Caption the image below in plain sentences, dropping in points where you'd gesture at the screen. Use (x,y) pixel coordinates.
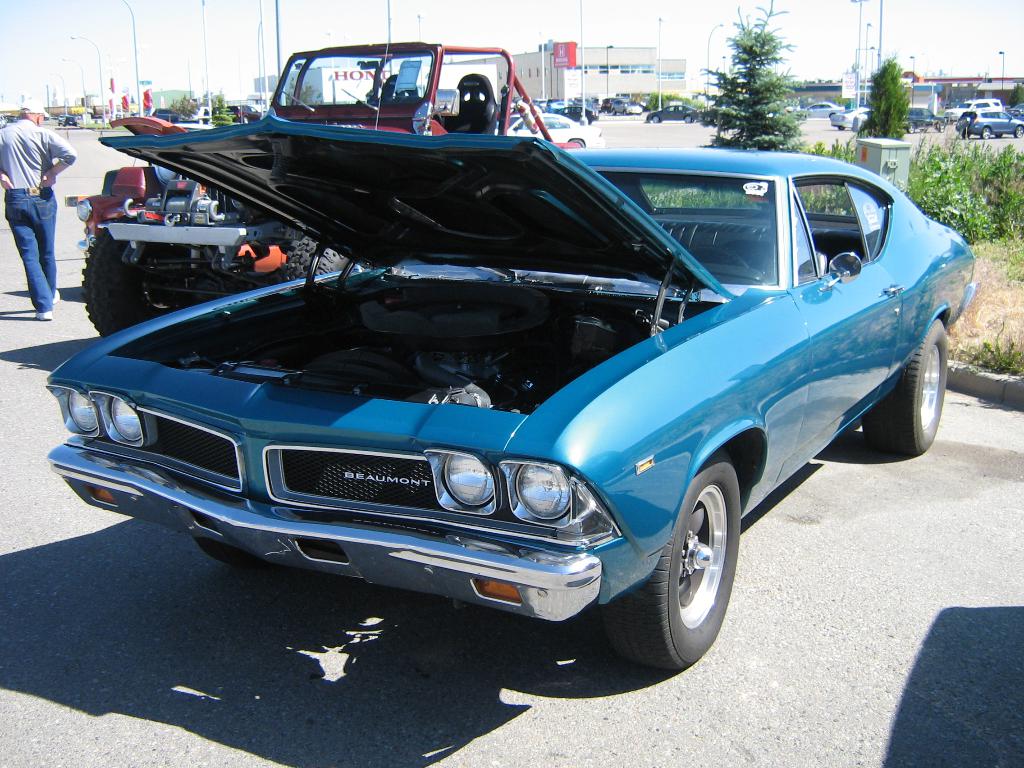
In the center of the image (456,443) we can see vehicles (755,185) on the road (886,587). On the left (49,299) there is a man (37,284) walking. In the background (118,97) there are buildings (809,93), trees (747,78), poles (85,36) and sky (438,41).
